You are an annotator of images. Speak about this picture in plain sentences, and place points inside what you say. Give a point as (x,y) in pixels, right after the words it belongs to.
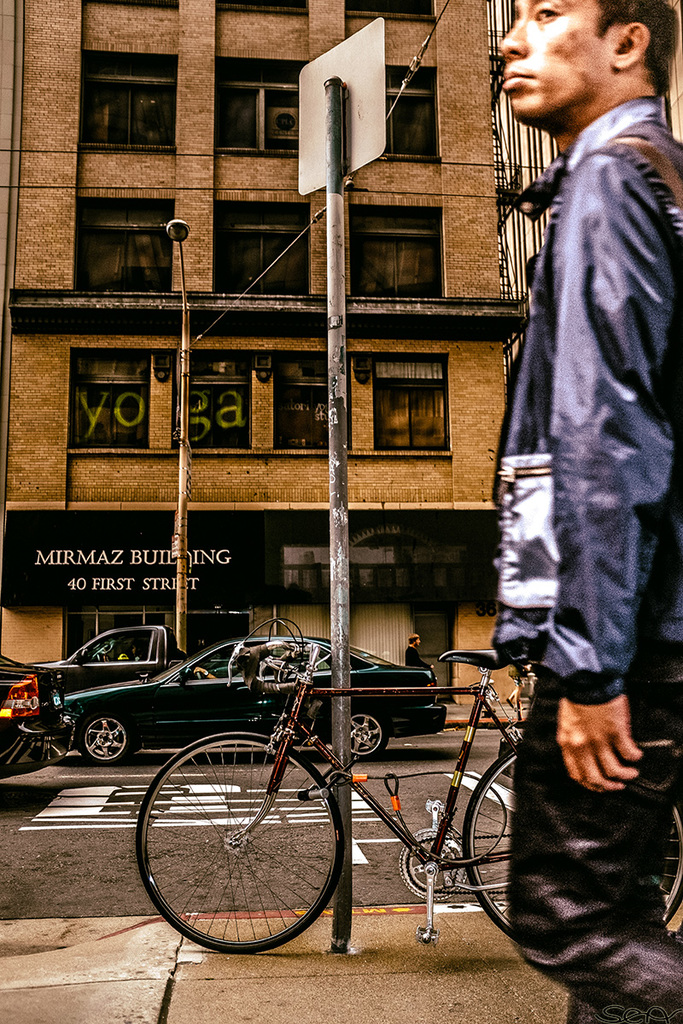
In this image on the right side (602,506) we can see a man (604,515) and there is a bicycle (434,848) on a footpath (313,968) at the pole (351,854) and we can see vehicles (100,756) on the road (94,777), a person (417,645), building (313,247), windows (245,442) and a hoarding (51,535) on the wall (291,496).
